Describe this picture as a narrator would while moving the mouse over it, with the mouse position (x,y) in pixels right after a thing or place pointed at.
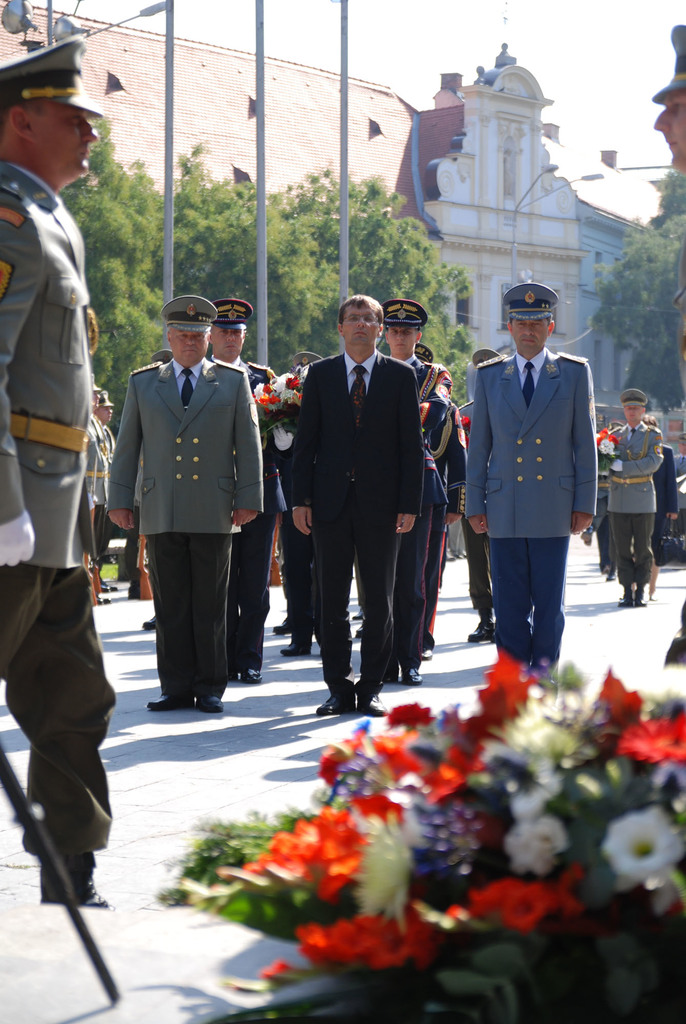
In this picture I can see there are few people (370,452) standing here and they are wearing coats (396,511) and there is a building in the backdrop (277,79) and the sky (395,79) is clear.
